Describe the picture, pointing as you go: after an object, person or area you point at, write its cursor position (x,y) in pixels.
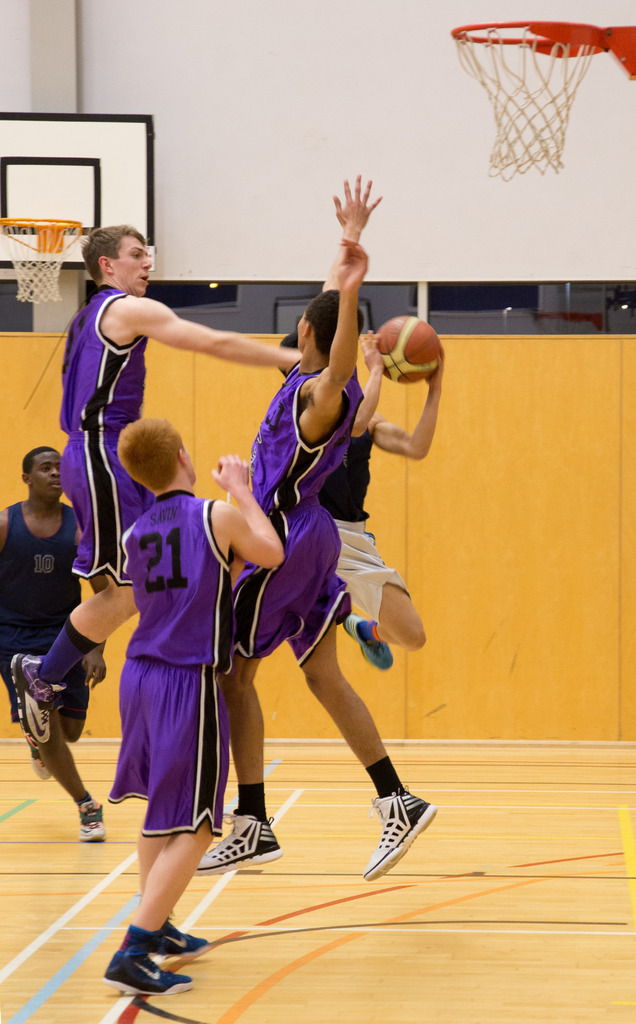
In the image there are few people (436,379) on the basketball court (490,903). There is a man (399,447) holding a ball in the hand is in the air. There are two basketball boards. In the background (593,423) there is a wall (543,585) and also there are glass windows (581,303).
